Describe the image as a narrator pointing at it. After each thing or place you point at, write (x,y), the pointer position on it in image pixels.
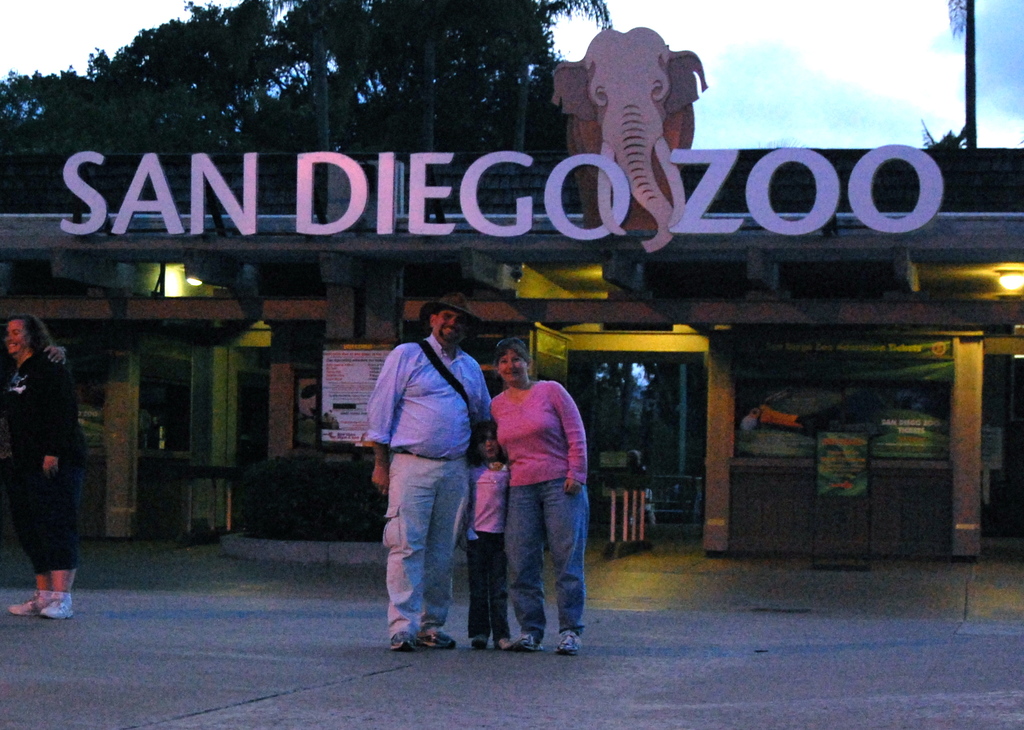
We can see a man (443,510), woman (509,453) and a kid (493,509) are standing on the road (565,685) in the middle (477,467) and on the left (26,432) a person (41,582) is standing on the road (125,658). In the background (427,245) there is a building (231,326), hoardings (637,98), lights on the ceiling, poles (123,461), wall (197,388) and we can see trees (643,411) and clouds (822,115) in the sky (791,101).
